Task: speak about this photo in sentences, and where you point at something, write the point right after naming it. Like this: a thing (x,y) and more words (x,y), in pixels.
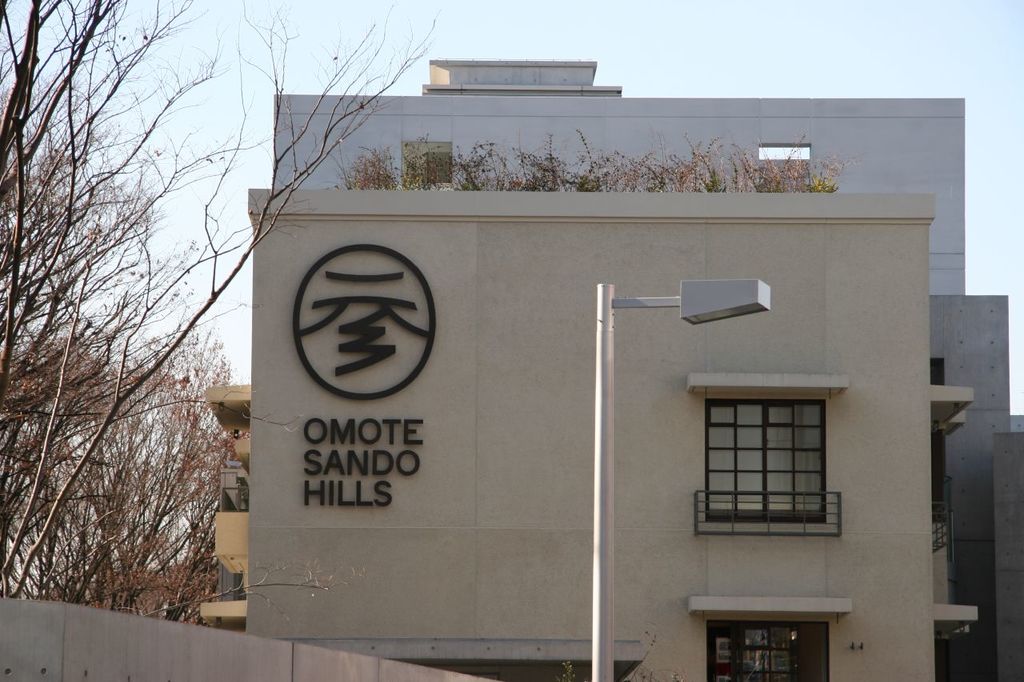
In this image I can see a street light pole (607,680), few trees (31,406) and a building (586,391) which is cream in color. In the background (199,328) I can see few other buildings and the sky (688,52).
